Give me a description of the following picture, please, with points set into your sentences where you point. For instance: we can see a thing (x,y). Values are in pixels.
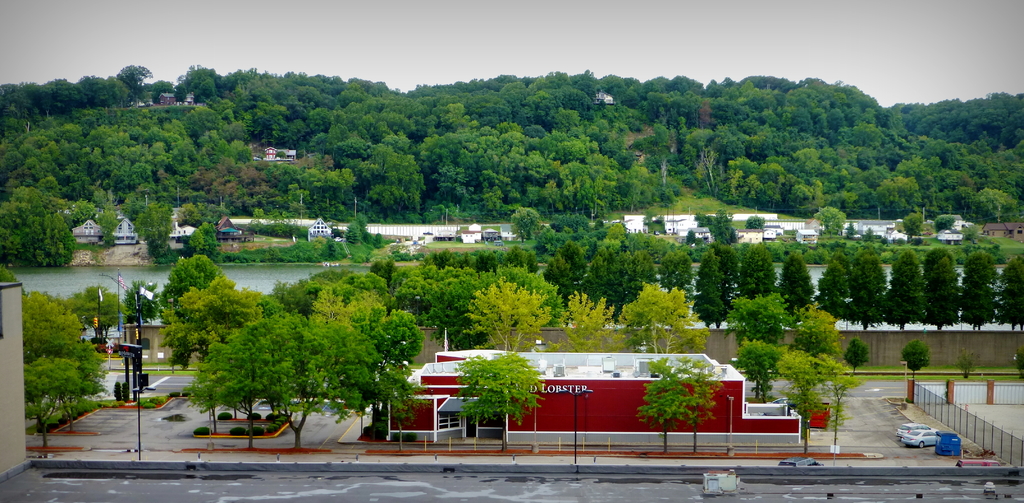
Here in this picture in the middle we can see a store (554,392) present and we can see trees (447,321) and plants (288,184) covered all over there and on the road (876,410) we can see some cars (914,433) present here and there and in the far we can see houses (118,237) present and in the between them we can see river (248,265) passing over there and we can see hoardings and light posts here and there.
